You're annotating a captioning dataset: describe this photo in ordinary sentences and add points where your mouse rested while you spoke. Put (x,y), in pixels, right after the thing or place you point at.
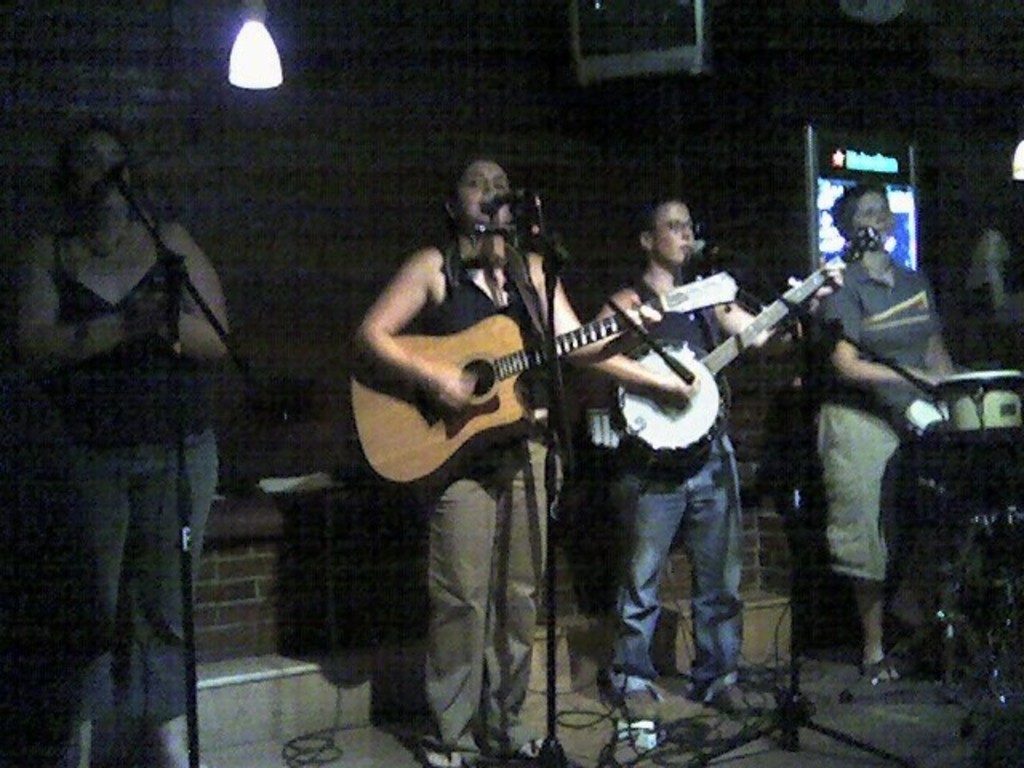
In this image i can see a group of people (632,370) are playing guitar (408,434) in front of a microphone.
